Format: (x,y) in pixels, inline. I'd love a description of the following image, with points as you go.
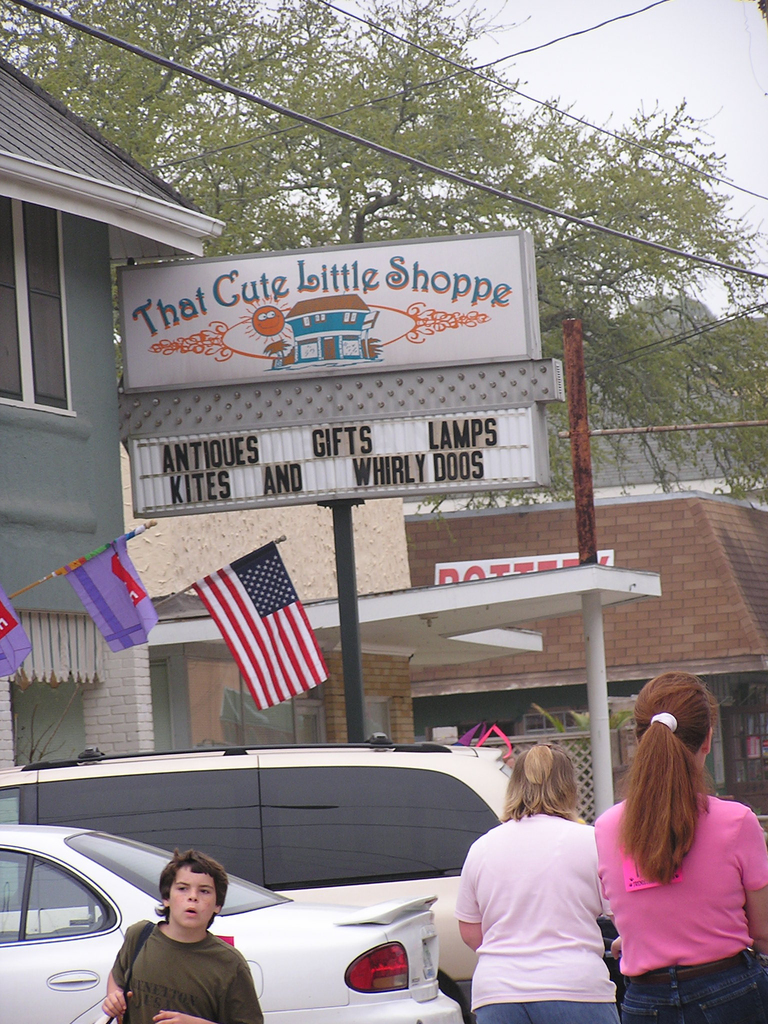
In the center of the image (330,574) we can see the boards (415,473), poles (616,428), flags (18,621), buildings (553,505), roof (544,598). At the top of the image (440,234) we can see the trees (393,132), wires (710,178) and sky (634,22). At the bottom of the image (460,818) we can see some persons (572,780) and vehicles (437,905).
